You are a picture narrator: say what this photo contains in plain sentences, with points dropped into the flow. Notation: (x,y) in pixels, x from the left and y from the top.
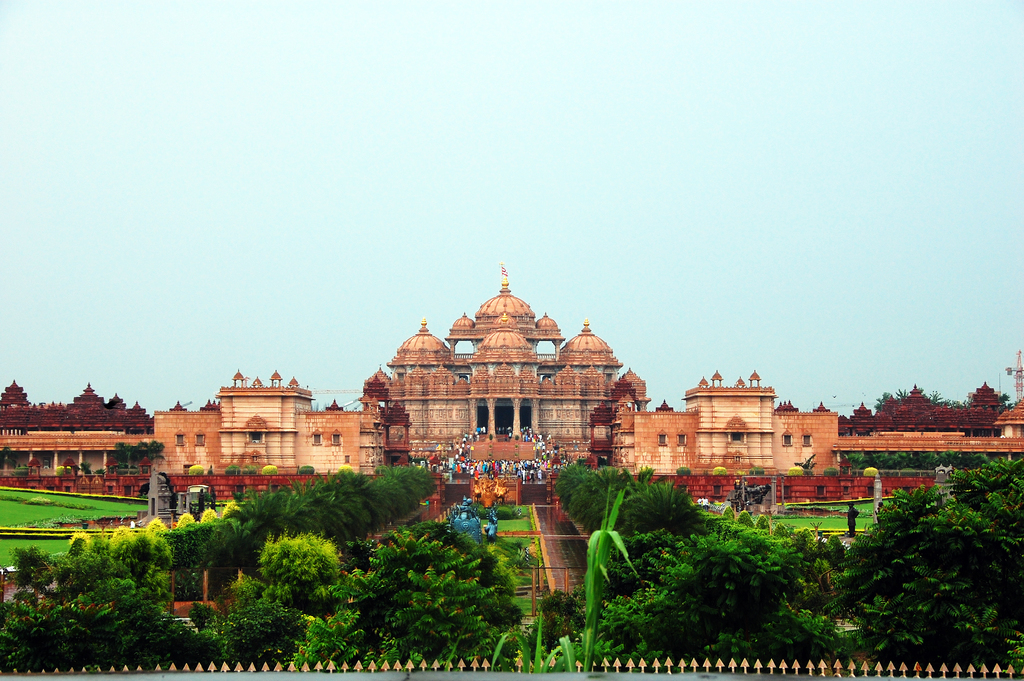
In this image we can see the temple (549,395). We can also see the people (512,463) and also trees (647,553) and grass (96,515). In the background (583,172) we can see the sky (809,173).
